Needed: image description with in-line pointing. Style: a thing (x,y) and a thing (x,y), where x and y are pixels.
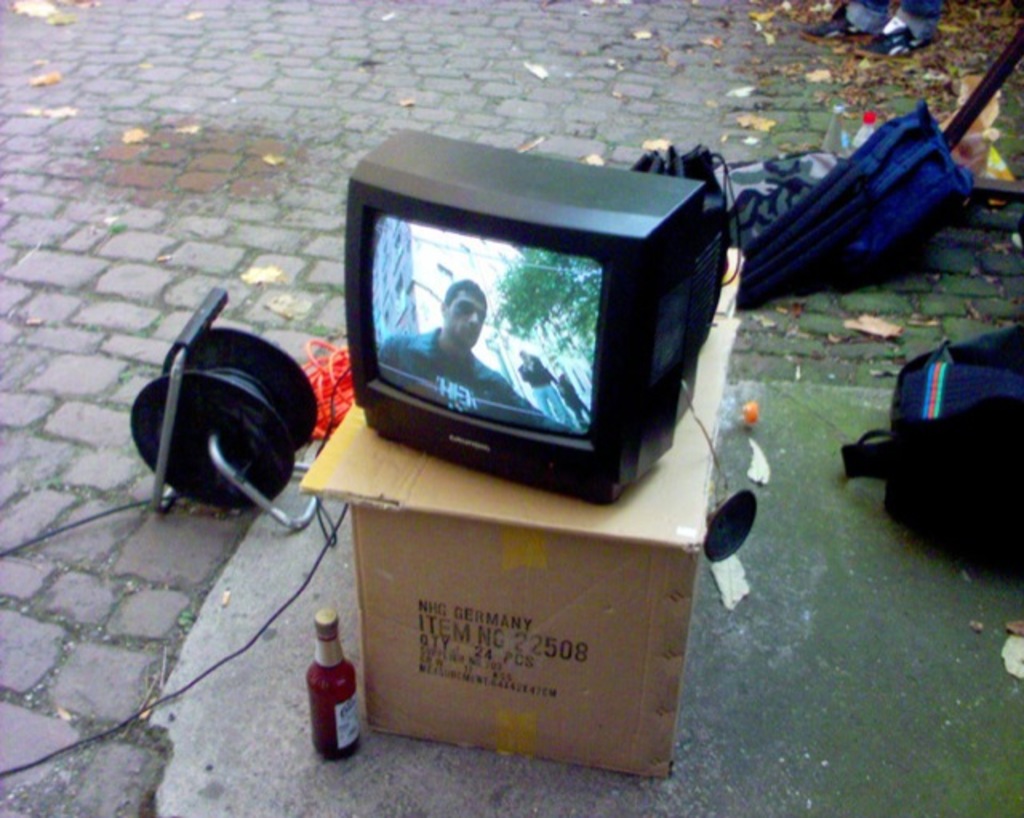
In this image we can see some objects (490,656) on the ground (55,633), some of them are carton box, bottles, bags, leaves (866,62). On the carton box (596,506) we can see a television (648,403).
